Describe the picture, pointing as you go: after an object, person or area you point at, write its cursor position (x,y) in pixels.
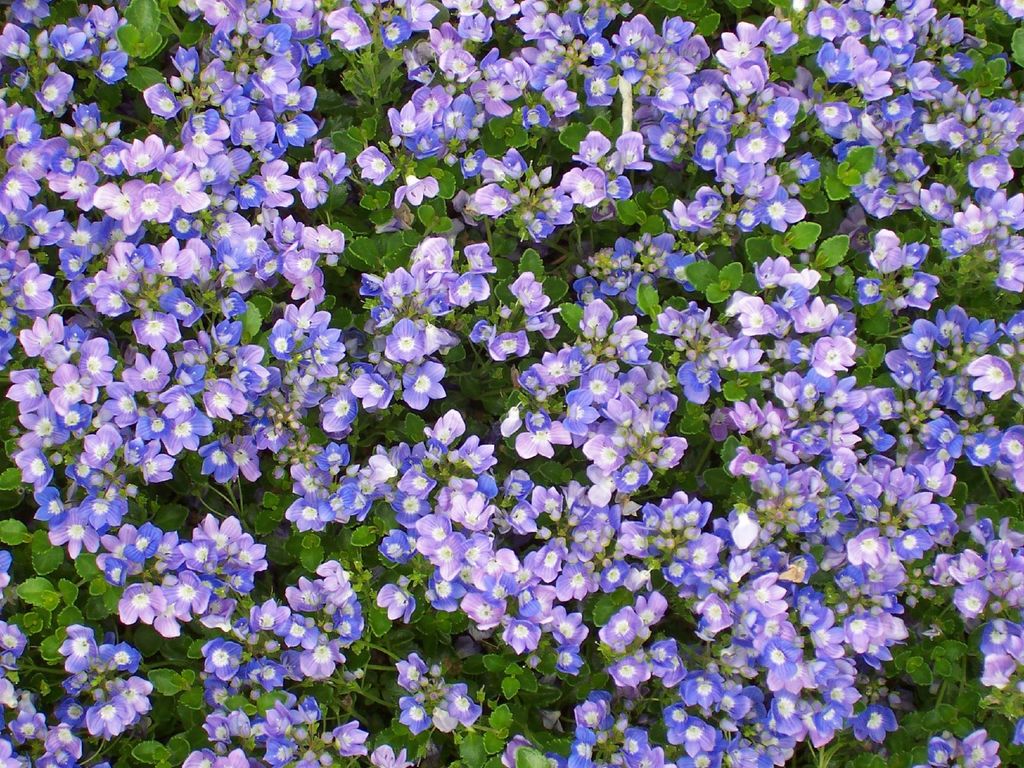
In this picture we can see flowers (641,358) and plants (331,203).
